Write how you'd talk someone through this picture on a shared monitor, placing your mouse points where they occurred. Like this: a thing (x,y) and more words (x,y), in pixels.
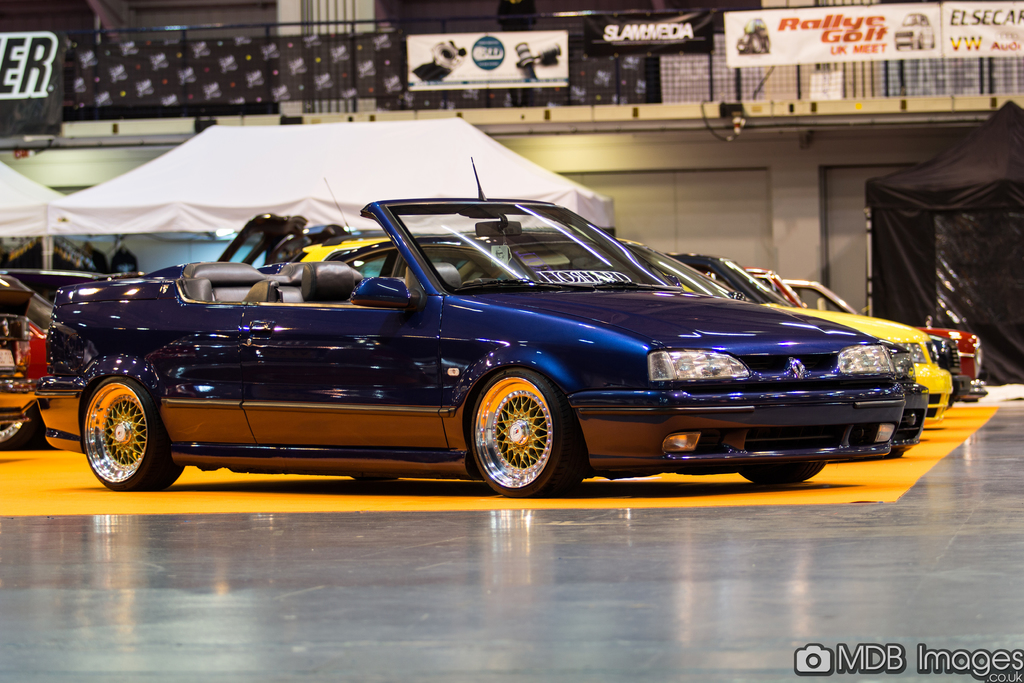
In this image I can see a blue colored car (358,391) on the yellow and black colored floor (334,495). In the background (931,391) I can see few other vehicles (826,316), white and black colored tents (260,173), few boards (23,72) and a building (822,112).
